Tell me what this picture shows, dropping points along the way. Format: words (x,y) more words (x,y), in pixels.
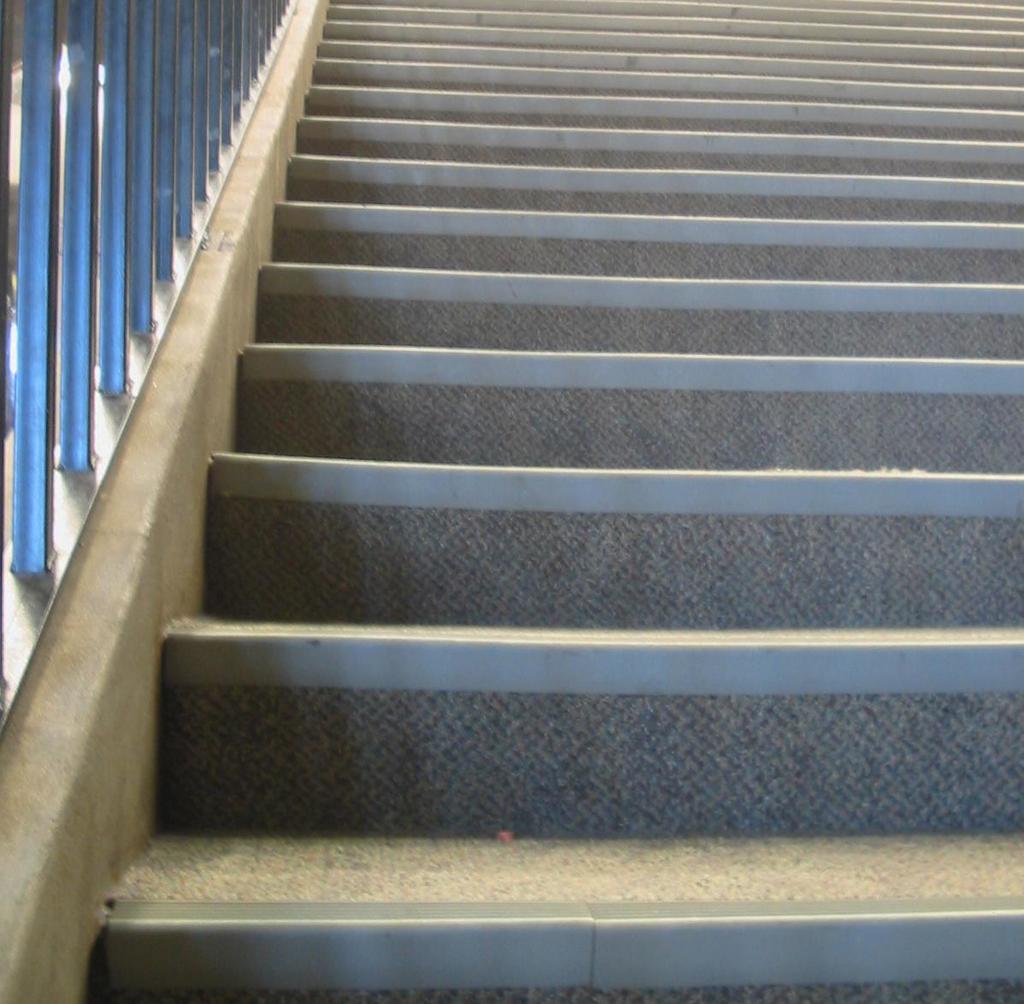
In the image we can see there are stairs (476,608) and there are iron poles (150,88).
